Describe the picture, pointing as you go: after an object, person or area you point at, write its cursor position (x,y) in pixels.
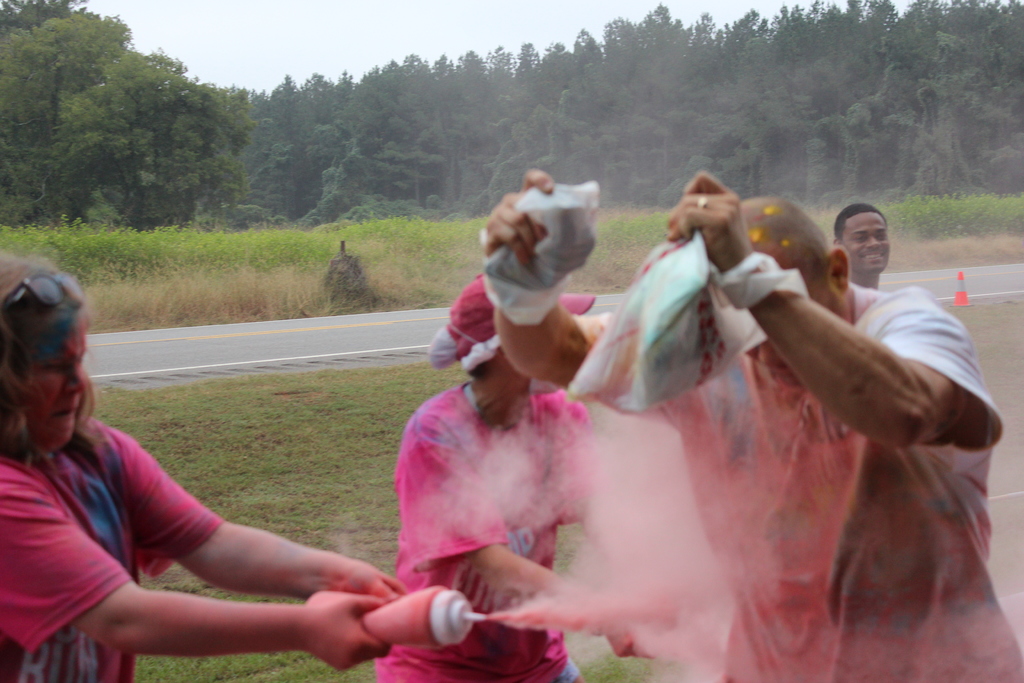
In this picture, we see four people (721,554) are standing. The woman (144,466) on the left side (264,593) is holding a bottle (450,632) containing rangoli colors (386,641). The man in front of the picture is holding the plastic bags (691,310) containing the rangoli colors (527,268). They are playing the holi. At the bottom (321,475), we see the grass (317,496). Behind them, we see the road (394,320) and a traffic stopper (957,294) in white and orange color. There are trees (356,181) in the background (418,119). At the top (339,61), we see the sky (339,61).
